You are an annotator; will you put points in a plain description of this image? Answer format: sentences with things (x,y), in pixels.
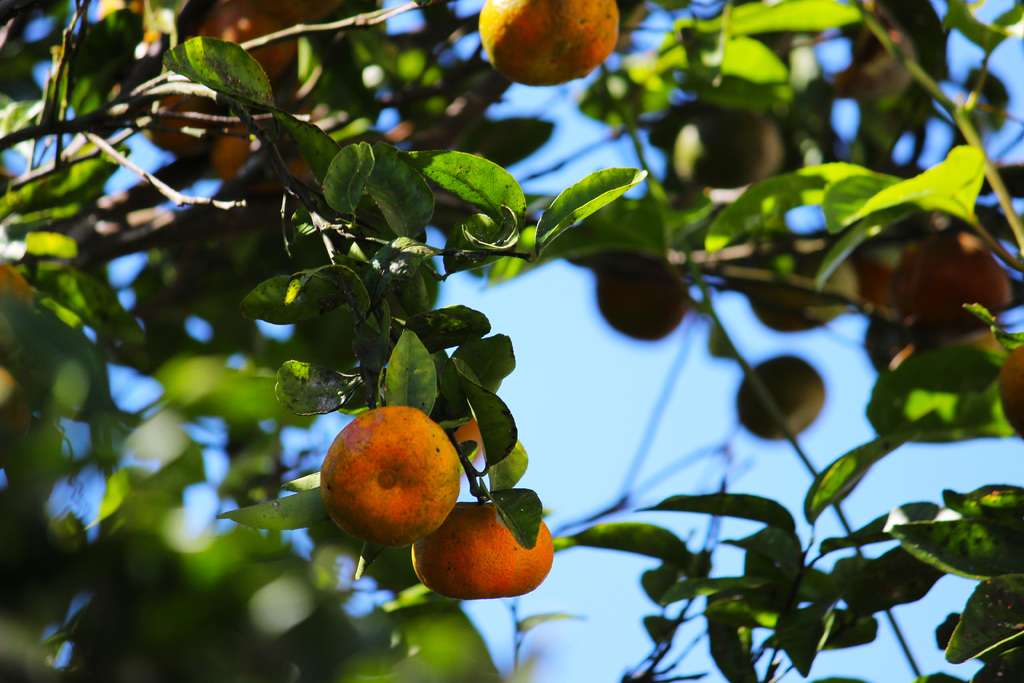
In this picture we can see few fruits (498,519) and trees (250,560).
